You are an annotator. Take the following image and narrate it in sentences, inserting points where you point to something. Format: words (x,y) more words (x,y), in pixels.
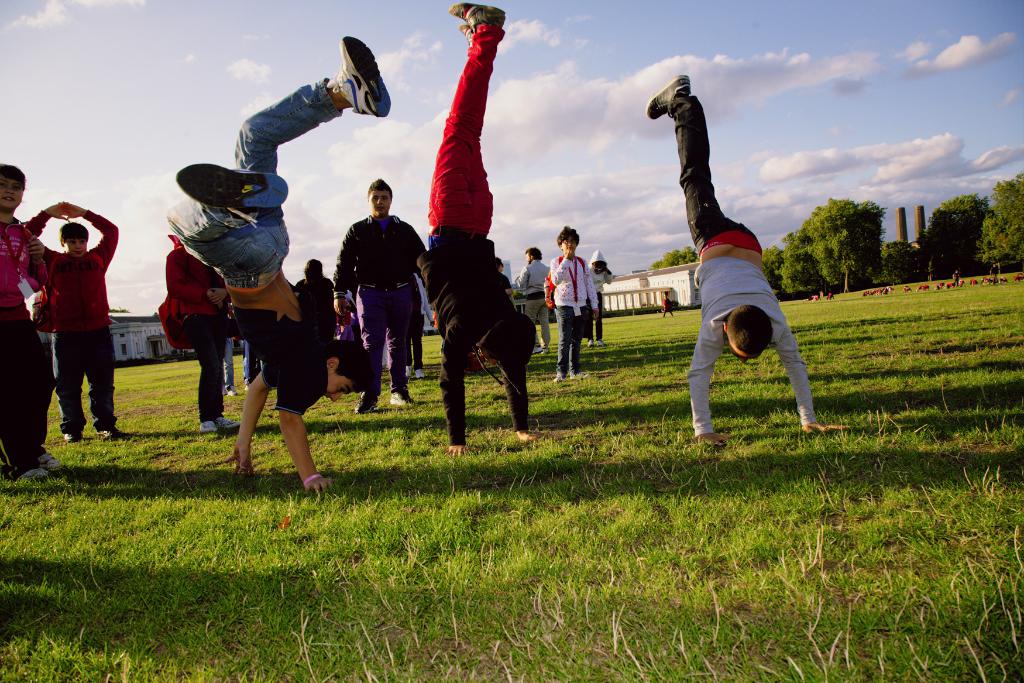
In this image there are a few people (392,290) standing and few (458,283) are doing exercise on the surface (526,518) of the grass (559,538). In the background (1005,259) there are buildings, trees (847,251) and the sky (891,236).
